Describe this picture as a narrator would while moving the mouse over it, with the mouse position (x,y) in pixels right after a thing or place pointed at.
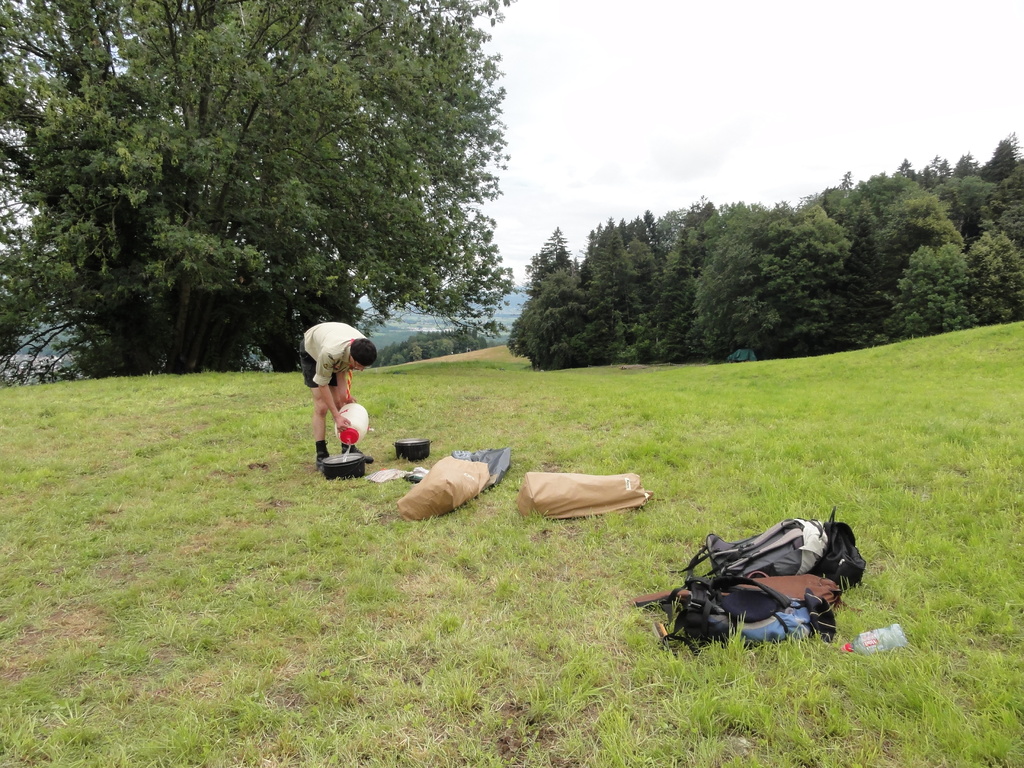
In the center of the image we can see a person (322,445) standing on the ground (325,550) holding a bottle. We can also see some grass (327,580), a bottle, some bags (445,512) and utensils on the ground (504,599). On the backside (615,348) we can see a group of trees (380,277), plants (639,342) and the sky (605,106) which looks cloudy.
